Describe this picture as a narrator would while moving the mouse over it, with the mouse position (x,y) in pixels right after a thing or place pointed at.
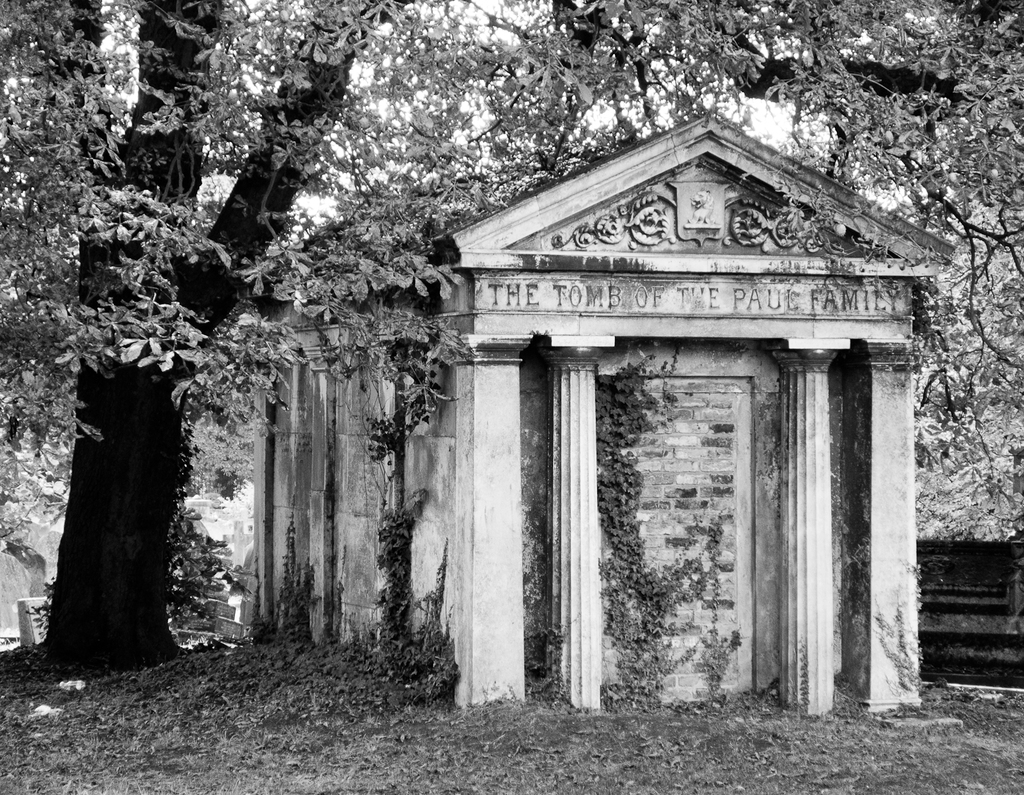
This is a black and white picture. I can see a tombstone (390,385), and in the background (349,249) there are trees (498,175).
